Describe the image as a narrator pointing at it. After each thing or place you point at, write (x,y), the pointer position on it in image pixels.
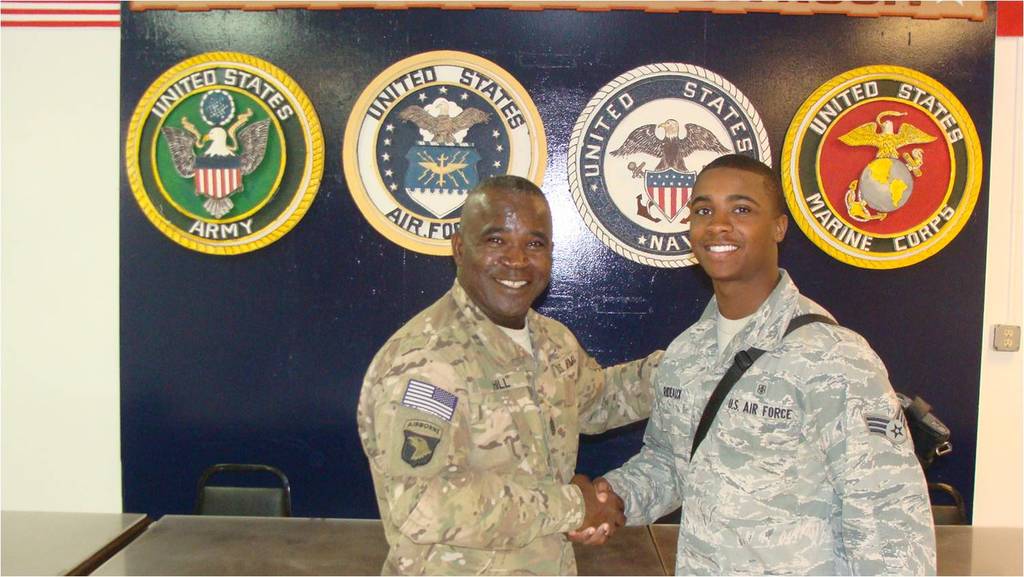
In this image, I can see two persons (696,499) standing and smiling. They are hand shaking with each other. At the bottom of the image (245,565), there are tables (674,534) and chairs (229,506). In the background (271,171), I can see emblems (578,149) attached to a board (185,163). Behind the board (131,351) there is a wall (42,381).
